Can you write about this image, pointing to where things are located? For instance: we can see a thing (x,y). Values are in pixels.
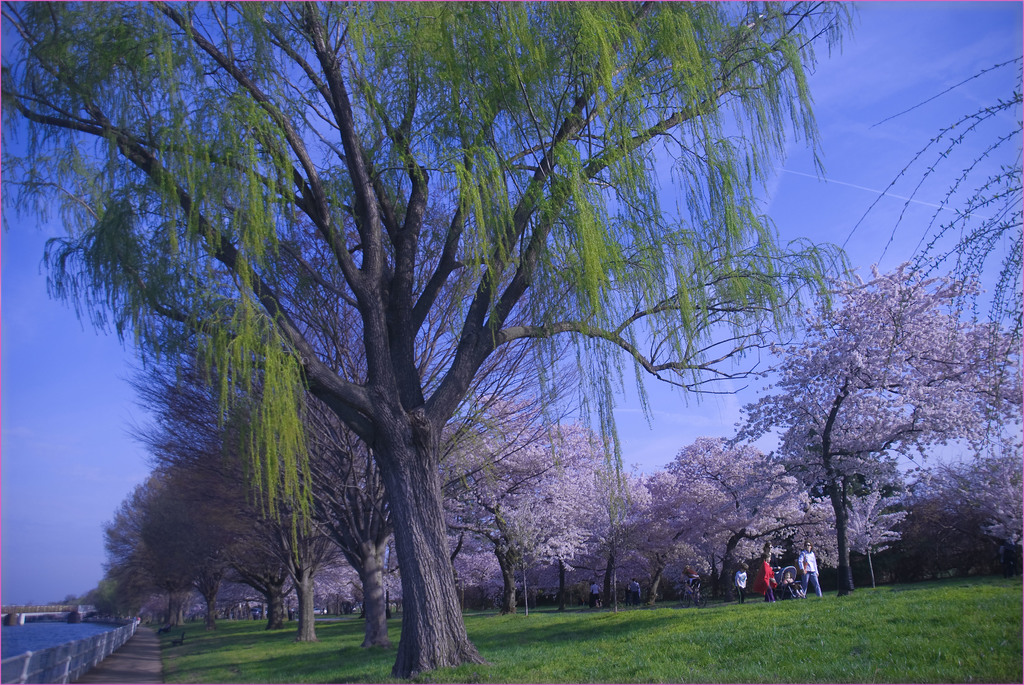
In the picture we can see a grassy surface (1013,643) beside it, we can see a path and railing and behind it, we can see a water (23,650) which is blue in color and on the grass surface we can see trees (217,453) and in the background (888,70) we can see a sky (878,80).
